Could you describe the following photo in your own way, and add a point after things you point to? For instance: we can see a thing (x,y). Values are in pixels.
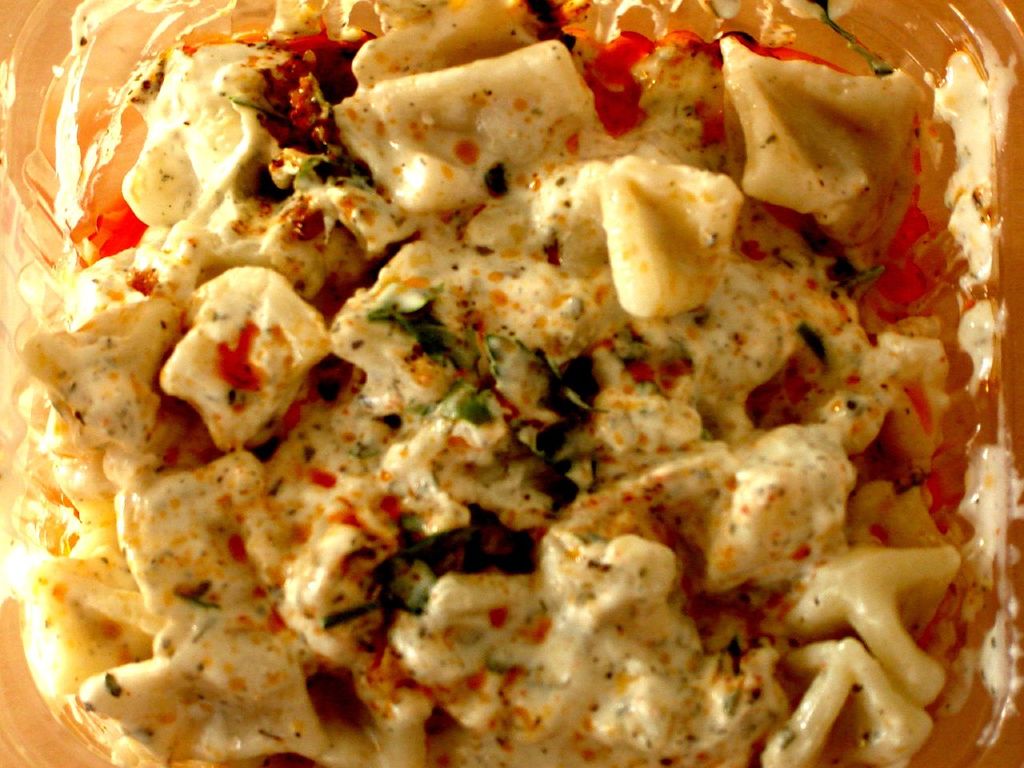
In this picture I can see food (495,388) in the bowl (994,273) with some sauces (570,333).
